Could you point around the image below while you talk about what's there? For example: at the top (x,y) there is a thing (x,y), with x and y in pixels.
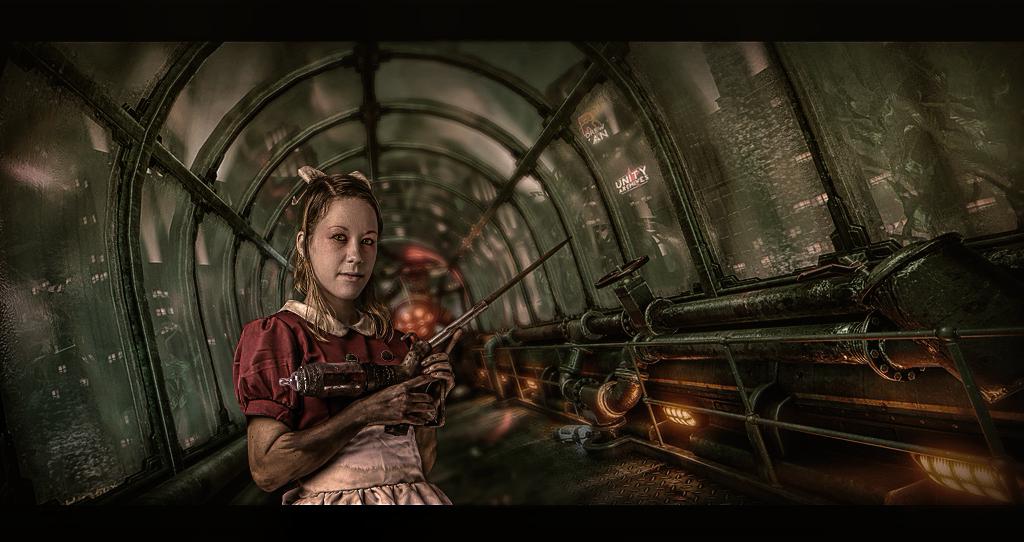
In this image I can see a woman (334,340) wearing red and pink dress (368,447) is standing and holding an object (523,279) in her hand (391,411). In the background (569,326) I can see few pipes (598,317), few lights (686,414) and a tunnel (136,180) and through the glass (241,178) of the tunnel (267,223) I can see few buildings (732,134) and a tree (918,158).
